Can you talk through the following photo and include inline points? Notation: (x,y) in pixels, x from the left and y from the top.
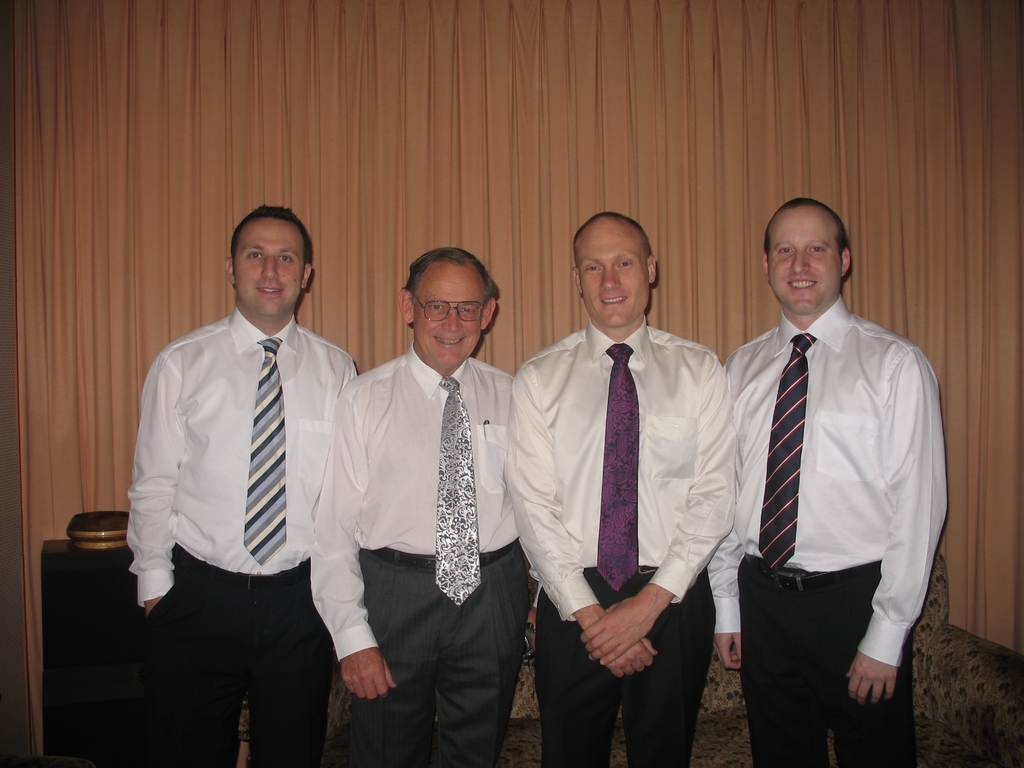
In this image we can see four people (498,511) standing. They are all wearing ties (271,341). In the background (531,79) there is a curtain (630,87). At the bottom (919,699) we can see a sofa (348,736) and a stand (125,680).
